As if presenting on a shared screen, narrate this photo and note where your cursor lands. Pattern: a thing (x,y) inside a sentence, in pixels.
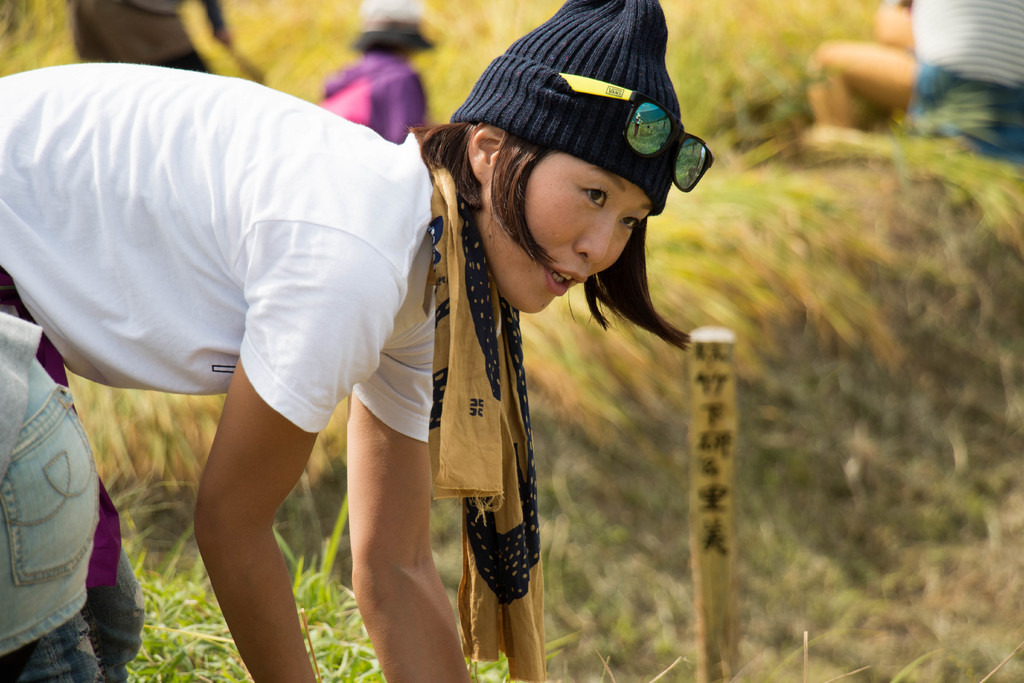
This is the picture of a place where we have a lady (413,484) in white top (200,389) who is bending and also we can see some other people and some plants (969,241) and grass (312,560).
